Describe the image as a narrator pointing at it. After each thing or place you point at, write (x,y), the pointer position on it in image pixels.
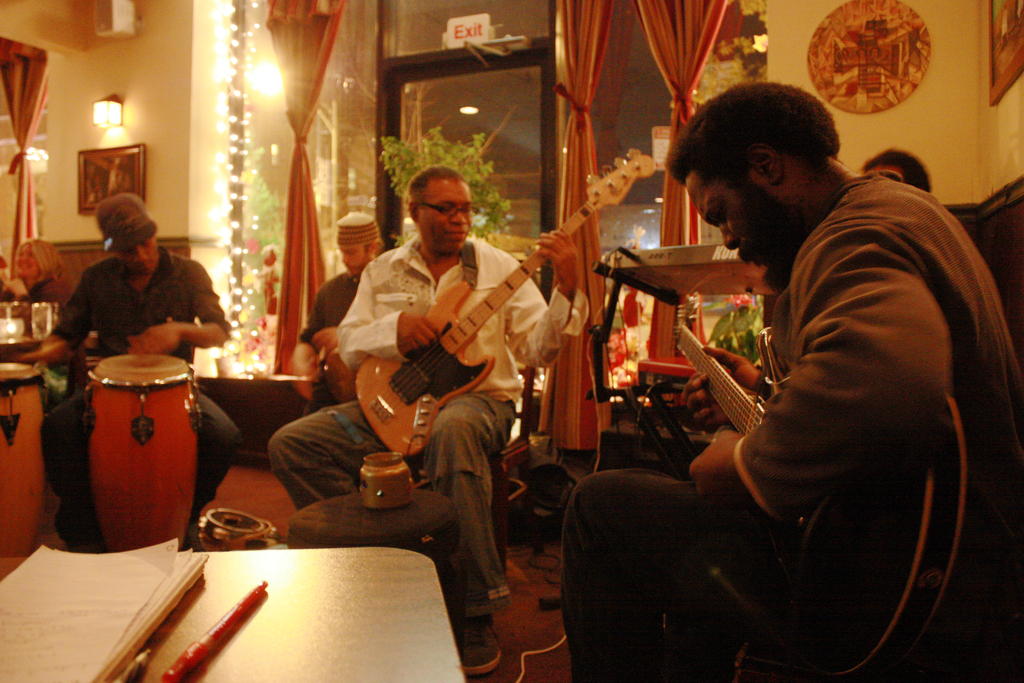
This picture describes about group of musicians (448,275), in the left side of the given image a man (68,329) is playing drums (175,390), and two persons (723,452) are playing guitar (755,422), and other people (311,310) are also playing musical instruments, in front of them we can find a book (132,636) and a pen (183,665) on the table (333,616), in the room (65,121) we can find couple of curtains (4,72), lights (33,158), wall paintings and a plant (433,151).
